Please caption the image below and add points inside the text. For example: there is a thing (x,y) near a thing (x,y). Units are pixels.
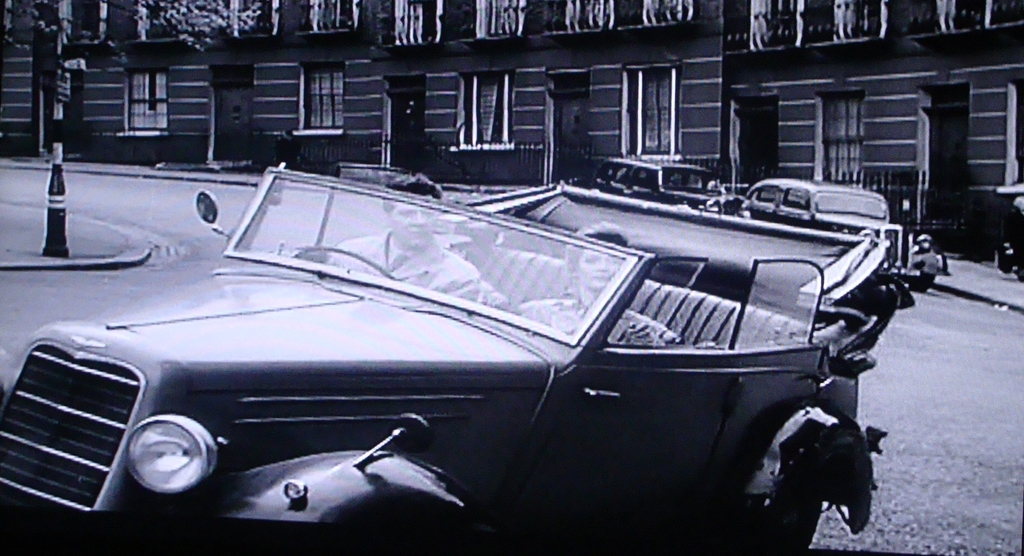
In this picture there is a black and white photograph of the men (372,244) and women (654,331) sitting in the classic car (565,446) and looking into the camera. Behind there is a building (345,121) with glass windows (489,122).
